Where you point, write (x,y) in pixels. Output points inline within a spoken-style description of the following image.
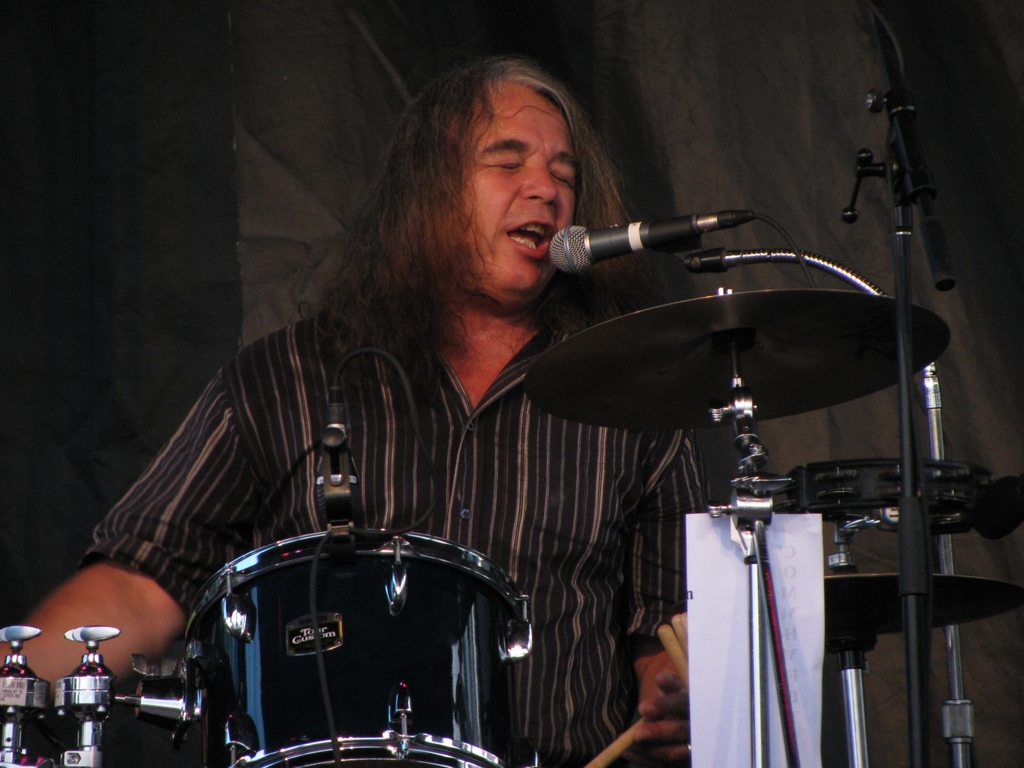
In this image we can see one person (567,118), musical instruments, microphone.
